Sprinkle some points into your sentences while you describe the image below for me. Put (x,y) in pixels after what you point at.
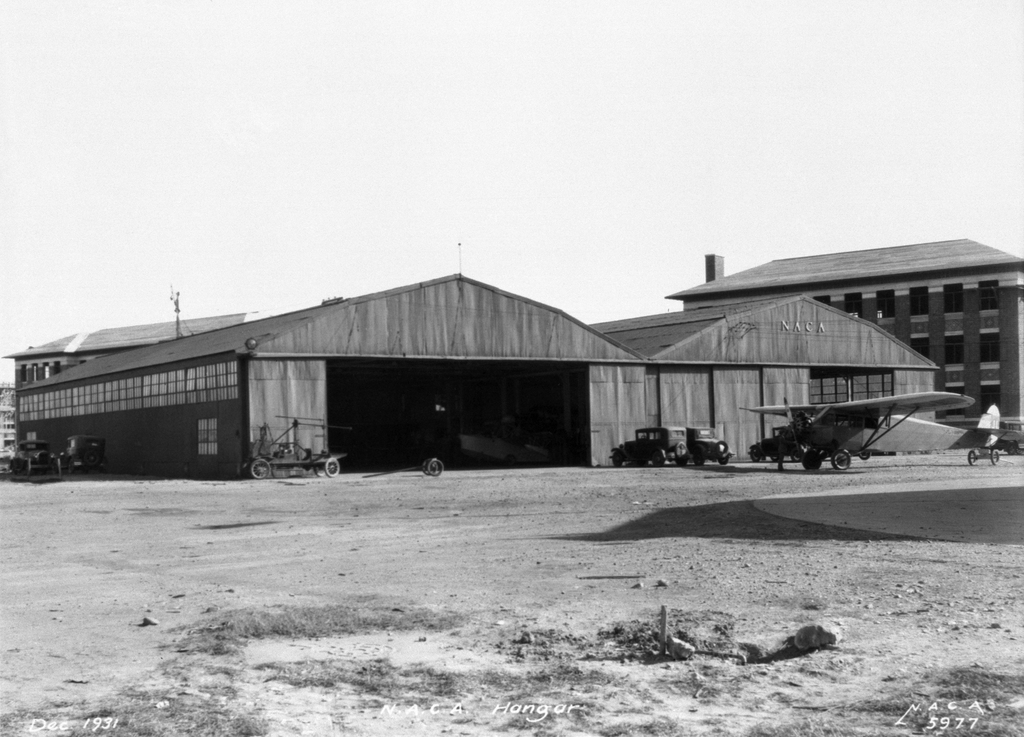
In this picture we can see two sheds (700,362) in the middle (669,369), on the right side (988,326) there is a building (999,304), on the left side (55,466) there are two cars (69,460), we can see some vehicles (654,465) in front of the shed (350,461), on the right side (861,439) there is an aircraft (819,443), at the bottom (769,643) there are some stones (813,642), we can see the sky (433,130) at the top of the picture (452,89), it is a black and white image.
